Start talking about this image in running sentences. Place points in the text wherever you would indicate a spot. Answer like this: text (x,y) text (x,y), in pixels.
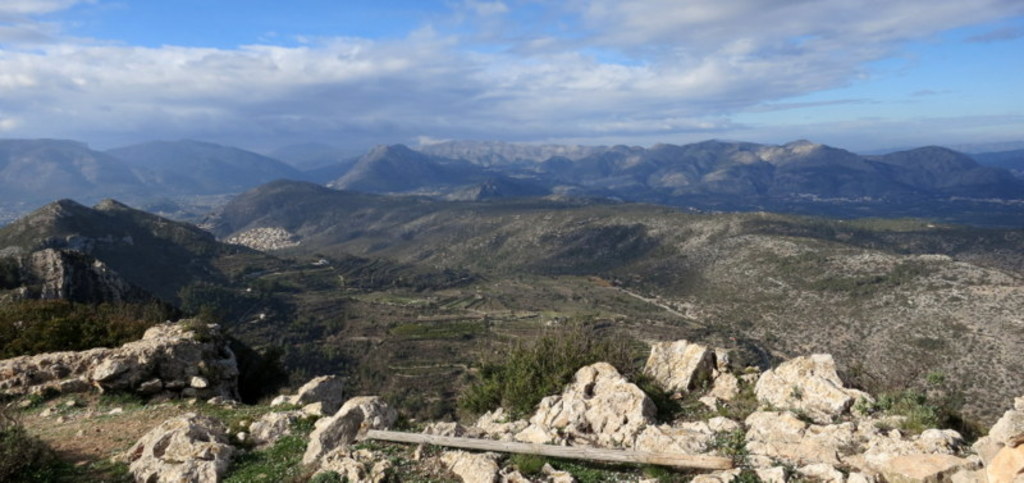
This picture is clicked outside the city. In the foreground (282,467) we can see the green grass (275,448), plants (108,337), rocks (159,339) and a wooden object (379,433). In the background (340,99) we can see the sky (340,74) which is full of clouds (431,65) and we can see the mountains (391,189) and some hills (311,251).
